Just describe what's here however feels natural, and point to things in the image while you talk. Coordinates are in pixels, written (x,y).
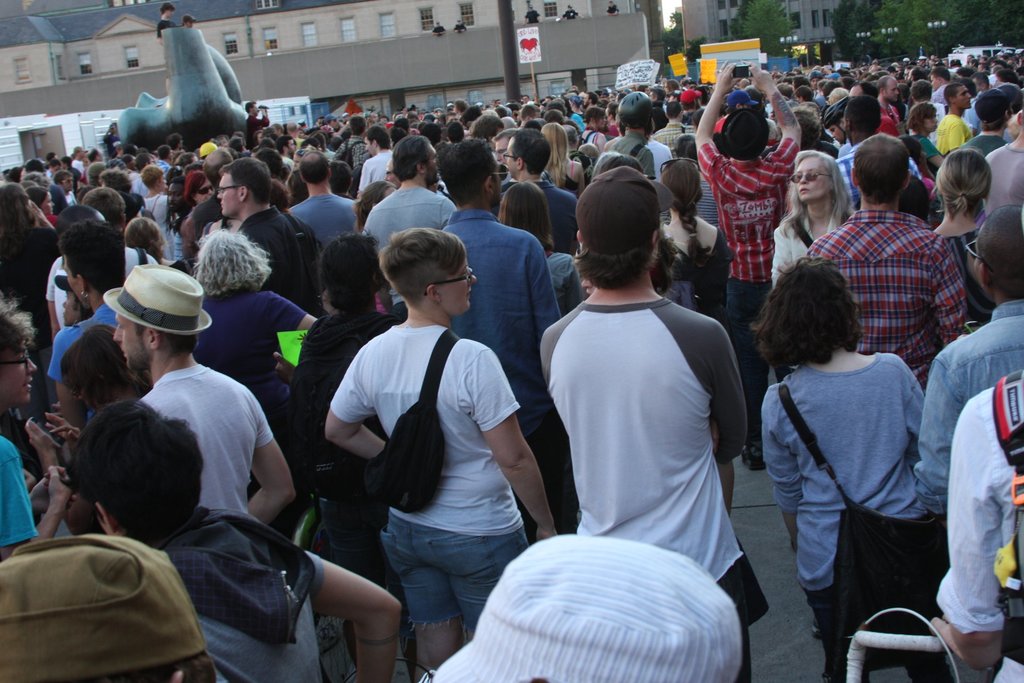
In this picture there are many people (547,667) in the center of the image (486,376) and there are buildings (380,66) and trees (765,41) at the top side of the image (563,34), there are posters (537,47) in the center of the image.
